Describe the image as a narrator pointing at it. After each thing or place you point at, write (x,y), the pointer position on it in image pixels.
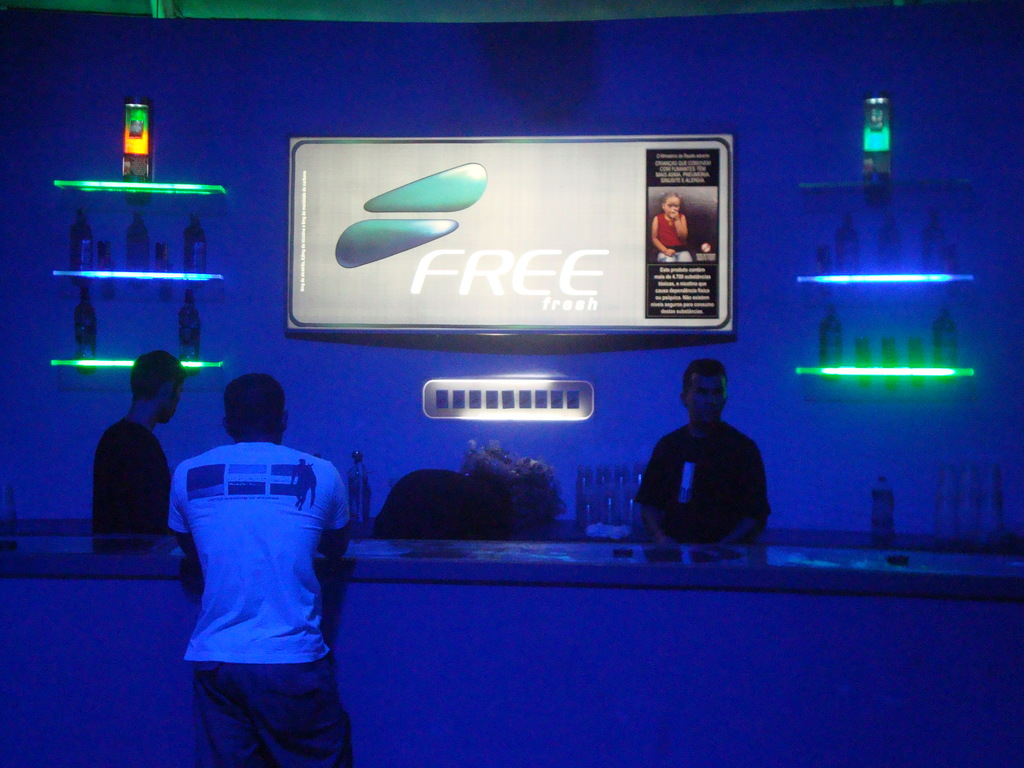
Here we can see a man (237,583) standing at the table (59,534). On the table (445,581) there are some items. In the background (201,361) there are wine bottles (81,302) on the racks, screen (516,200) and a wall (499,111).
